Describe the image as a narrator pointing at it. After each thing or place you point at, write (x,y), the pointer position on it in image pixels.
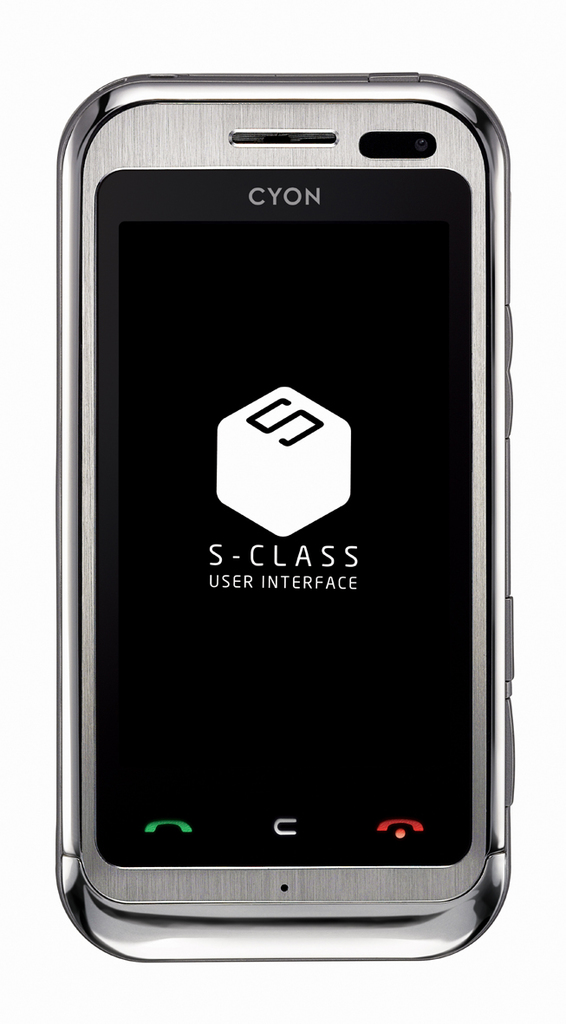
In the picture there is a mobile phone (293,835) present, on the screen (386,696) of the mobile (235,827) there is some text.
